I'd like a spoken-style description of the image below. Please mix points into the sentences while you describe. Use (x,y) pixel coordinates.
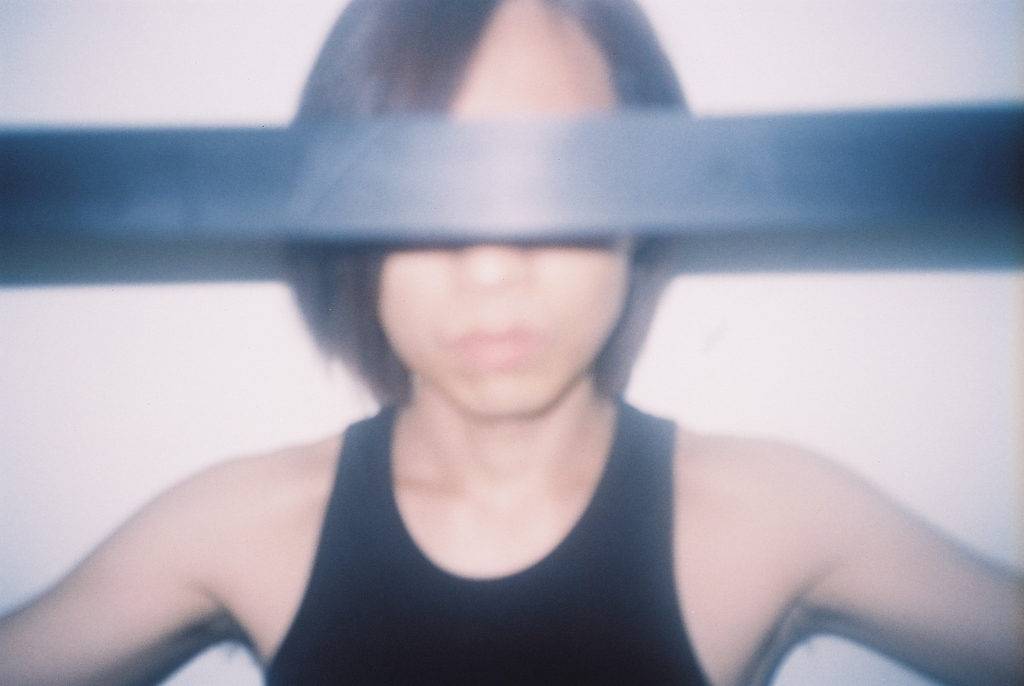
There is one woman (366,477) wearing a black color top (451,595) as we can see in the middle of this image (553,344). There is a black color cloth (362,199) present at the top of this image (707,175), and there is a wall (839,375) in the background (250,330).
